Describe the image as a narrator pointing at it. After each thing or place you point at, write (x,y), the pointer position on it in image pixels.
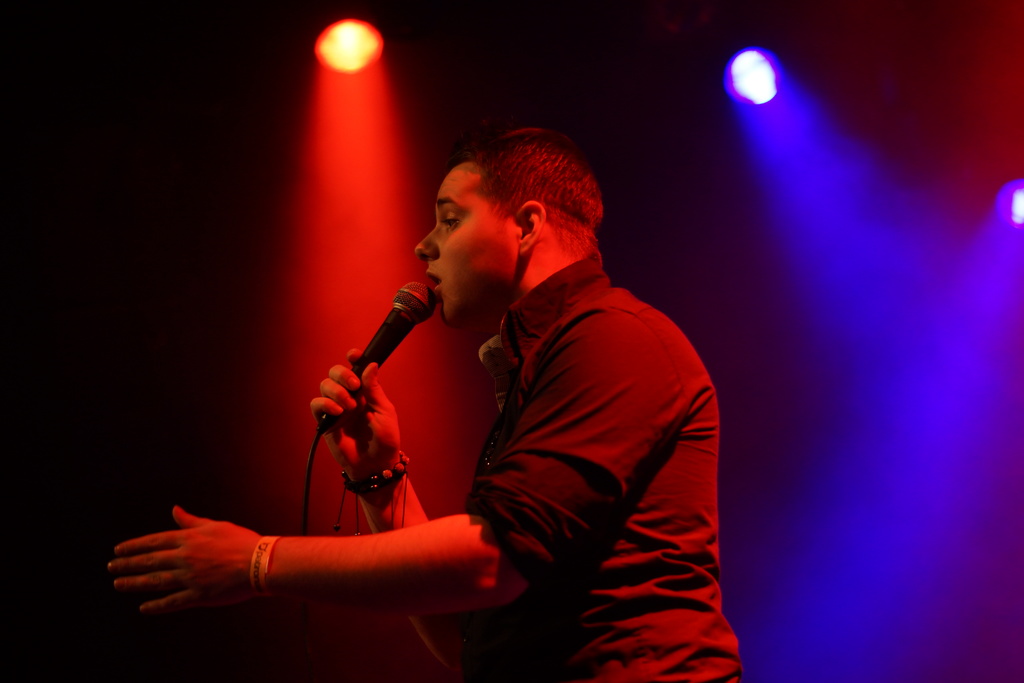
In the center of the picture (586,370) there is a person (534,462) in black dress (577,388) holding a mic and singing. In the background (1017,206) there are focus lights (1019,222).
